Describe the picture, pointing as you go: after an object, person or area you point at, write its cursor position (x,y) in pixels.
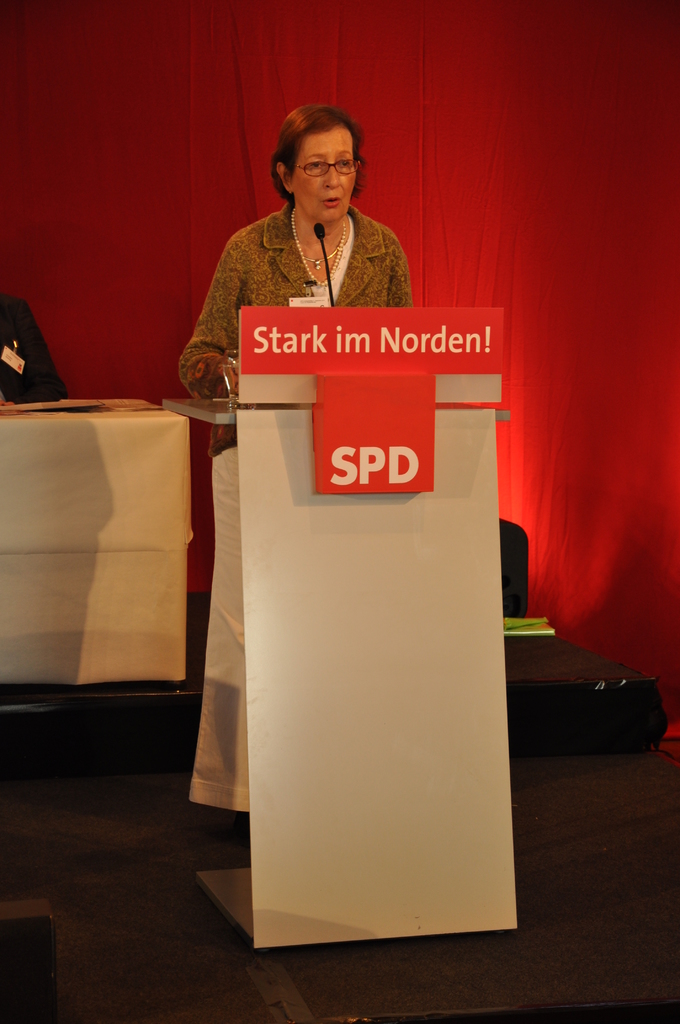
In this image there is an old woman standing in front of the mike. There is a board (340,393) with the text (394,467). There are tables (360,681). There is a carpet (126,860). There is a red color curtain (428,236) in the background (195,424).
